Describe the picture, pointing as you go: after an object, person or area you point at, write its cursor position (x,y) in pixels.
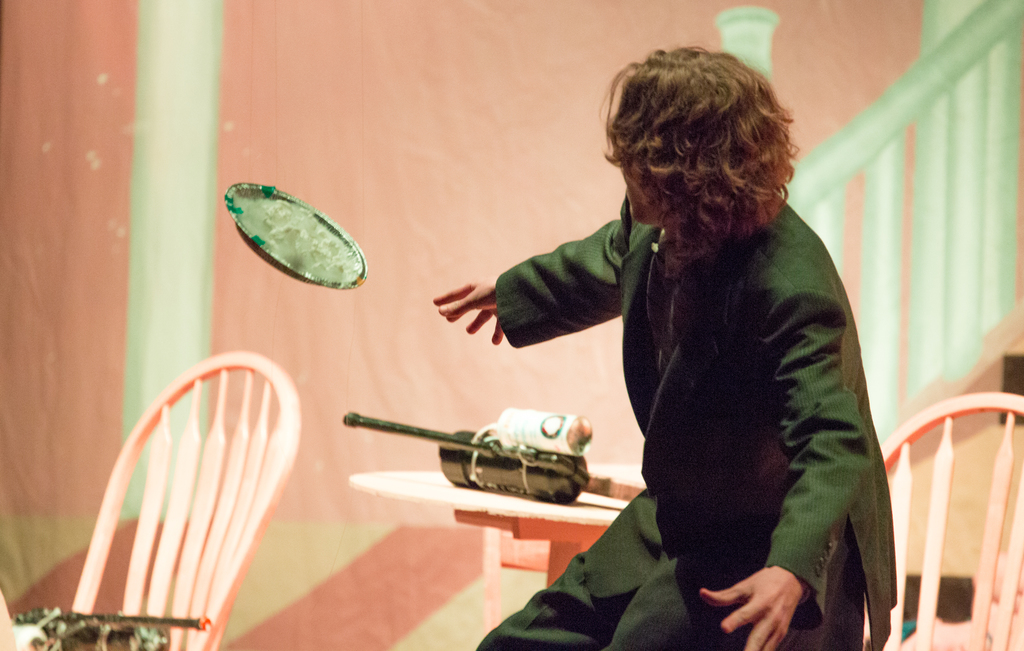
In this image we can see a man (670,313). He is wearing a black color suit (584,638). In the background (5,463), we can see the chairs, tables (394,490), wall (285,160) and some objects (314,278).
